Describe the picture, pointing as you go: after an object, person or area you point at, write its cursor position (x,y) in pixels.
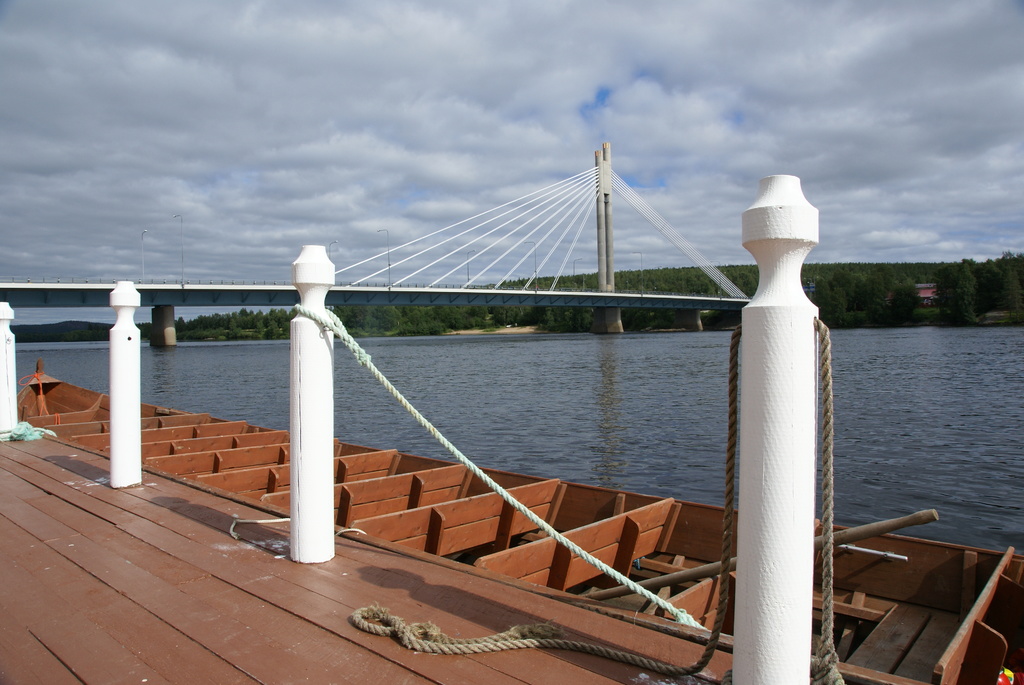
There is a wooden floor (400,568) and a boat (477,534) at the bottom of this image (351,579), and there is a surface of water (534,446), Bridge (553,283), and trees (658,275) on the mountain (690,286) in the middle of this image (406,266), and there is a cloudy sky (473,164) at the top of this image (648,105).
